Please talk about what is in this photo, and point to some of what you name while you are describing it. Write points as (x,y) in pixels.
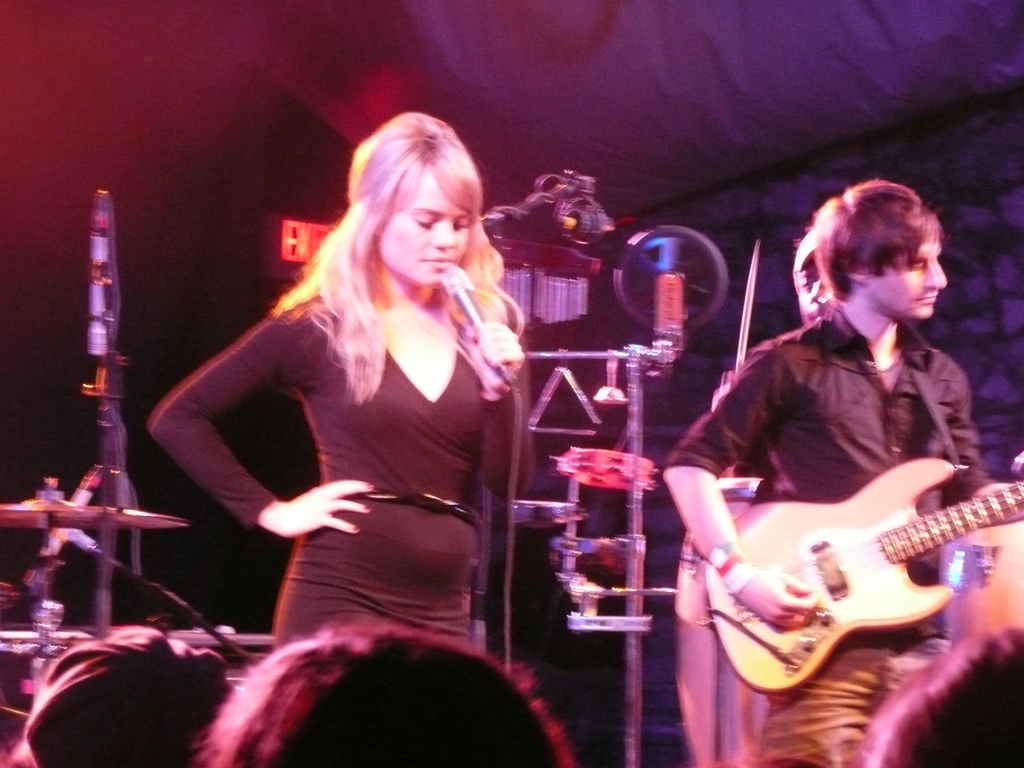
in this image i can see a person (419,405) stand on the center of the image (363,433) and in front of her there is a mike (477,321) and on the left side (53,612) i can see a musical instrument (48,505) and left side (66,732) i can see a person head (244,732) is visible.
